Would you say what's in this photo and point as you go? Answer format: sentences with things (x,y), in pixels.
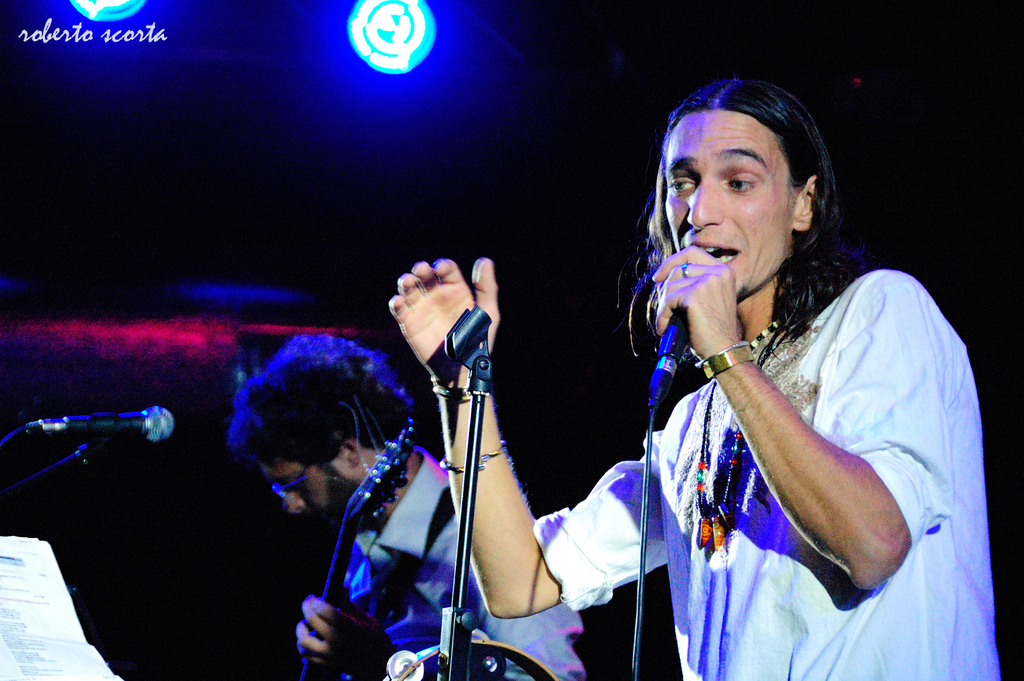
In this picture we can see a man (785,287) holding a mike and singing. On the left side (301,406), we can see another man (247,390) holding a guitar (347,565) in his hands (304,633) and standing in front of a mike (46,426).
